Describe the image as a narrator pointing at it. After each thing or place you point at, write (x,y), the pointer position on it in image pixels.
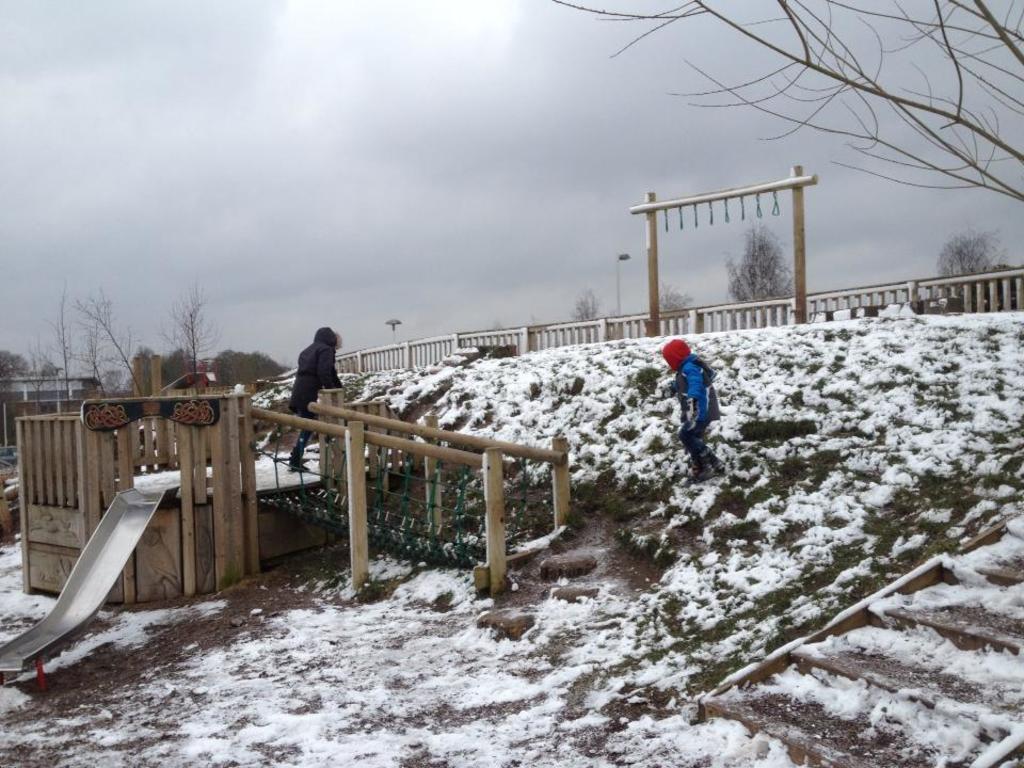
In this picture we can observe two members (702,396). There is some snow (638,361) on the ground (378,567). We can observe wooden railing (187,464) here. There are some trees (193,343). In the background (422,129) there is a sky (322,110) with clouds (322,168).
